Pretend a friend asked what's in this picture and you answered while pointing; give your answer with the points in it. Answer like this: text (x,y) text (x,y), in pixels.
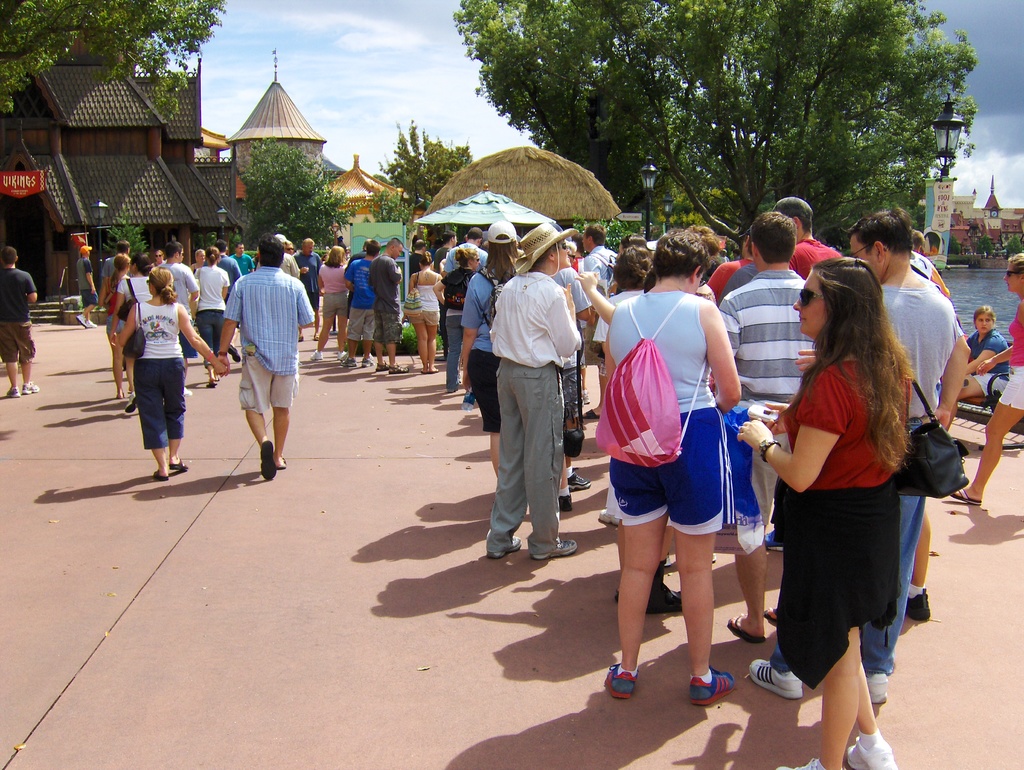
Here people (711,429) are standing, there are houses (195,159) and trees (637,126), this is sky (393,104).
